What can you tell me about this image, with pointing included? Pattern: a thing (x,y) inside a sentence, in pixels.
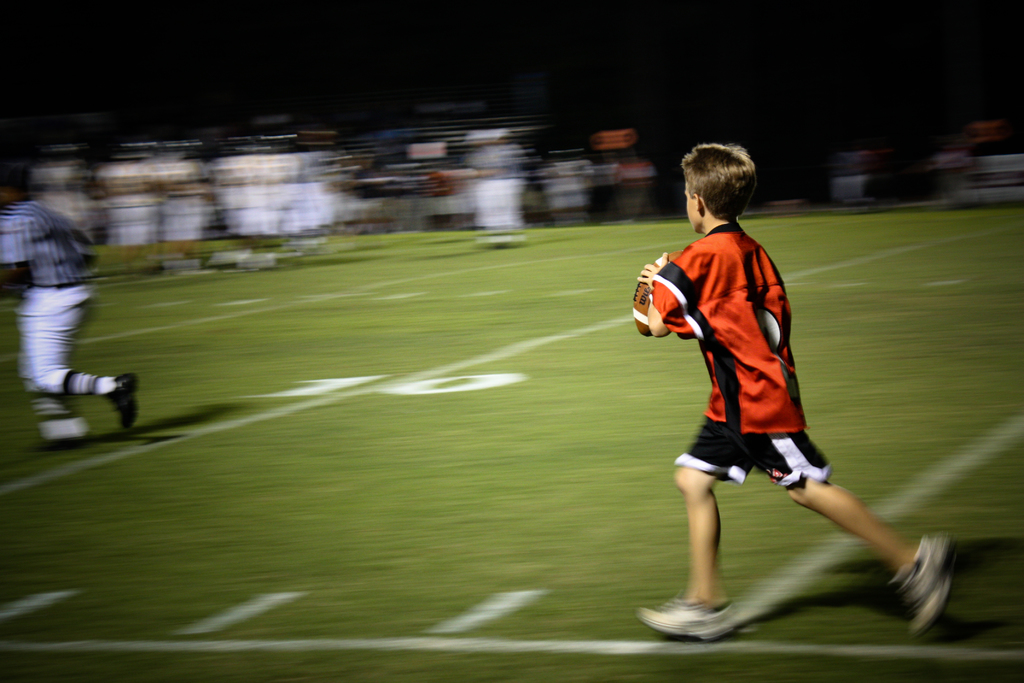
There are two persons (62,420) running on the ground (557,455), one boy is holding a ball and in the background (545,298) we can see it is blurry.
